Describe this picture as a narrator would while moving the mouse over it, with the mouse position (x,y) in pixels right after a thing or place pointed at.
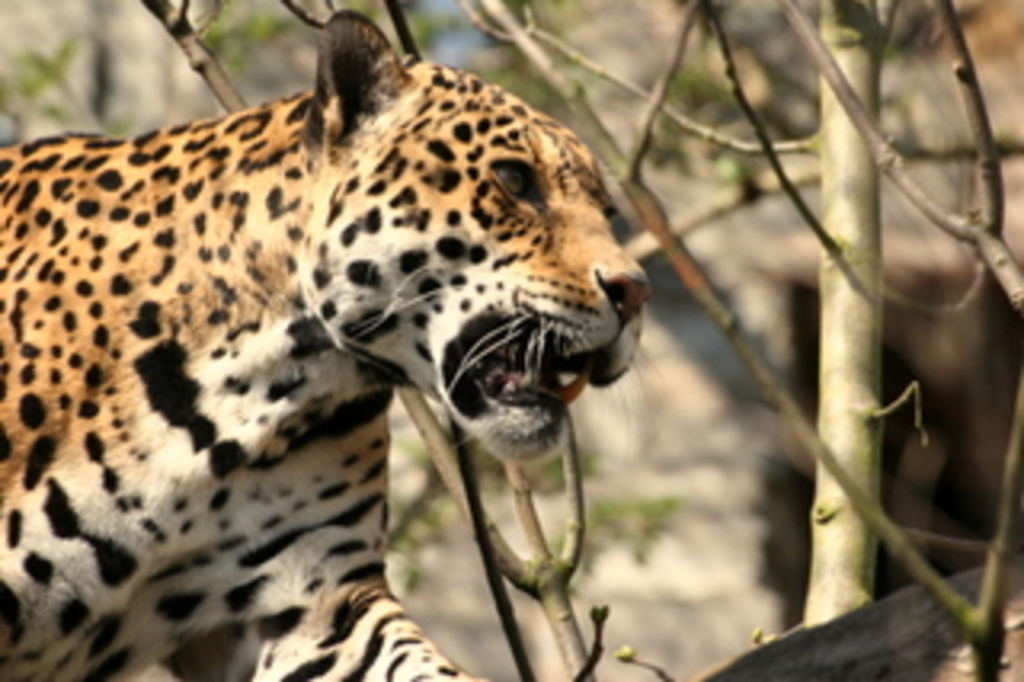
In this image I can see a jaguar (300,580) on the left hand side of the image (318,491). I can see some dried stems (863,510) of the trees (847,496) with a blurred background (595,489).
